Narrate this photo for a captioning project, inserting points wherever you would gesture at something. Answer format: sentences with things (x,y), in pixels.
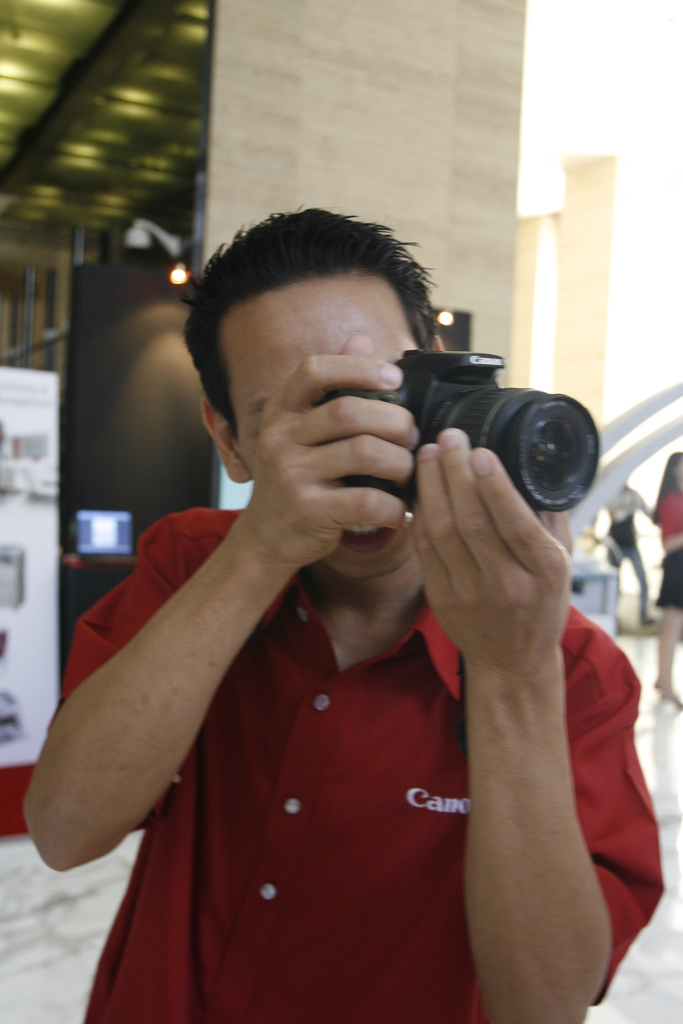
A man (278,804) with red shirt (353,752) is holding a camera (436,404) in his hand (303,533). Behind him there are some posters (52,430) and some wall (372,109) is there. To the right side (627,524) there are some people (630,542) standing.
